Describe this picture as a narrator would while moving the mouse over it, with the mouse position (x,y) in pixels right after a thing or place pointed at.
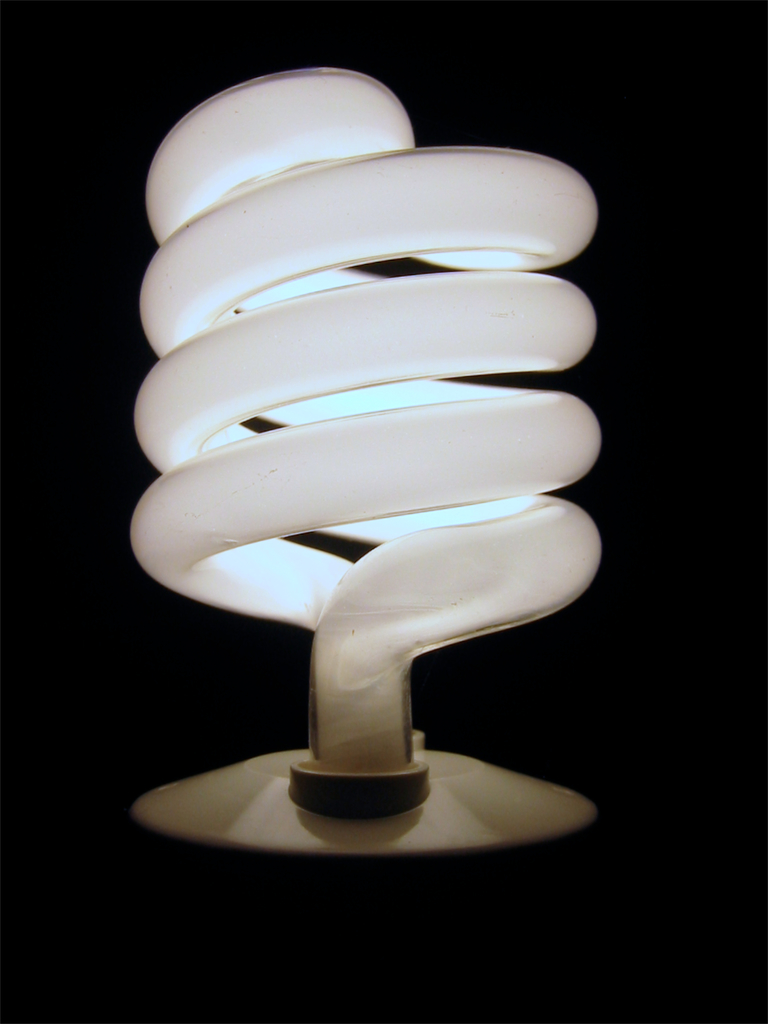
In this image we can see a light (212,403). There is a dark background (656,666) in the image.
